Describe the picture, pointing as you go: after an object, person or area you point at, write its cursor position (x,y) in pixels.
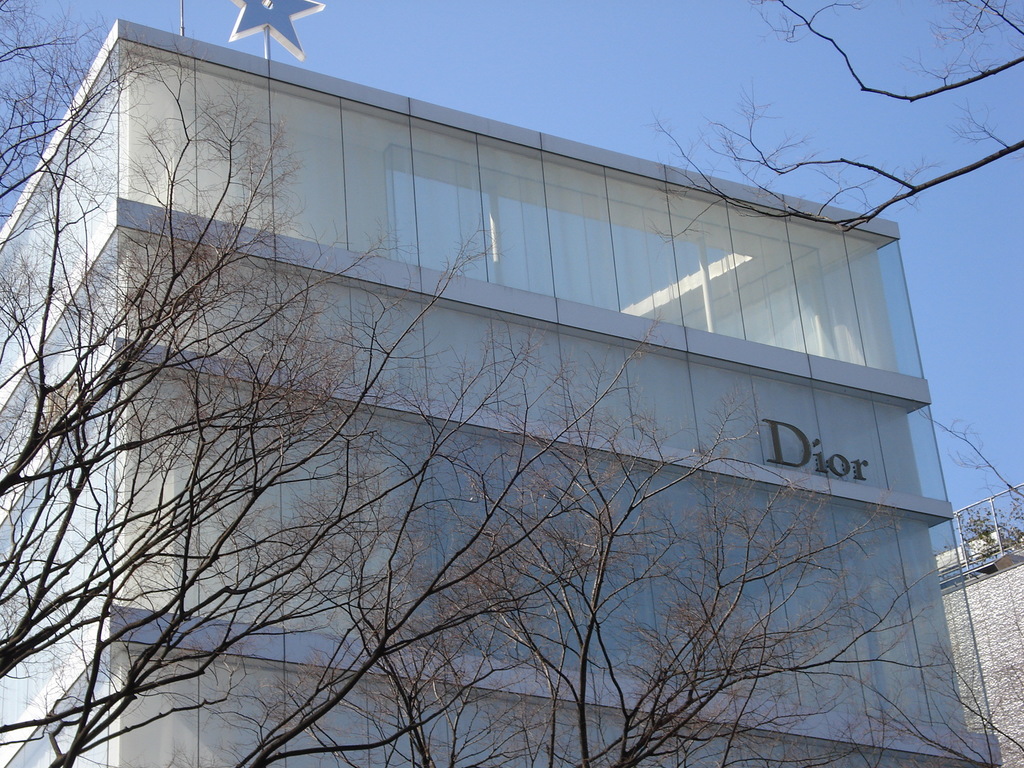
This image consists of a building (760,500). In the front (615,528), we can see many mirrors (739,627) and glasses (842,418). On the left (75,626), there are trees (49,573). At the top (672,104), there is sky (638,102).
